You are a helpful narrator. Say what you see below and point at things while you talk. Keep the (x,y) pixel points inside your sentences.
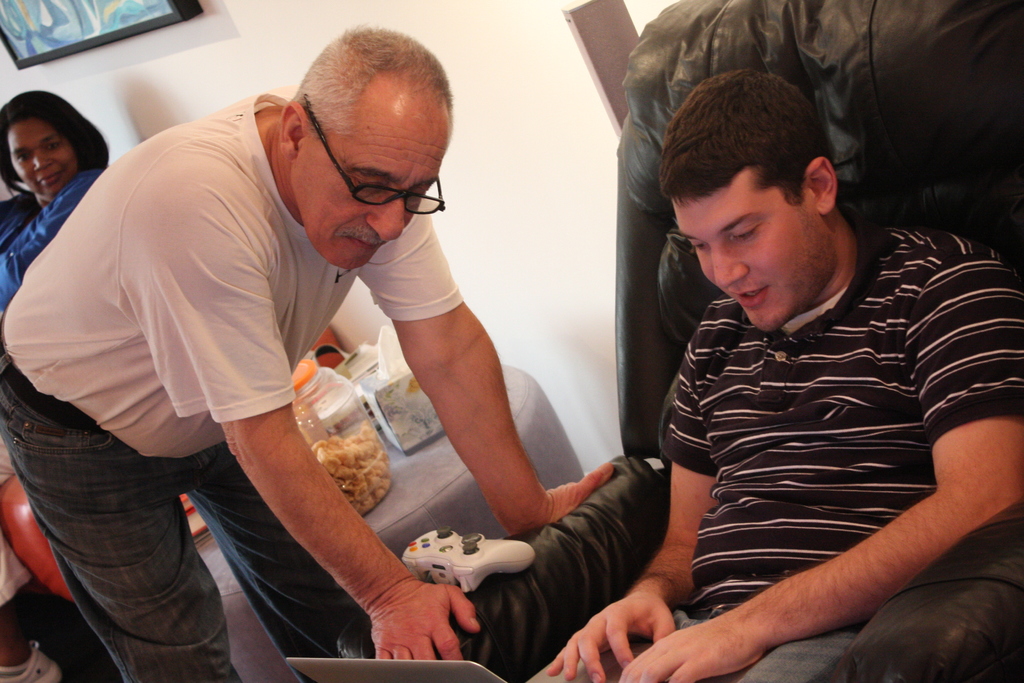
In the image we can see there are people (136,363) wearing clothes (121,370), this person (349,169) is wearing spectacles (392,200). This is a laptop (479,665) and a controller (479,560). This person (656,598) is sitting on the sofa (845,178). There is a sofa (633,347), black in color, frame (99,31), wall (134,38), table (407,473), jar (353,466), tissue box (384,397) and other things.
